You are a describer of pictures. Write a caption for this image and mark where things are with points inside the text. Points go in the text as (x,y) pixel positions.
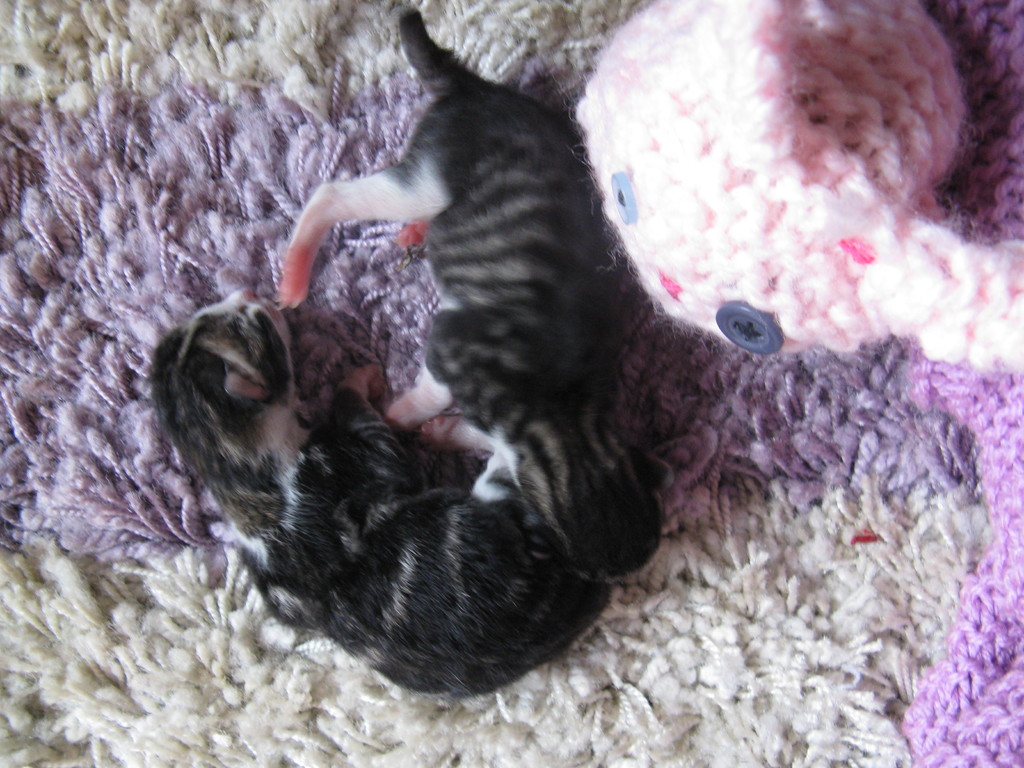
These are the two new born animals (464,419) in black color.
